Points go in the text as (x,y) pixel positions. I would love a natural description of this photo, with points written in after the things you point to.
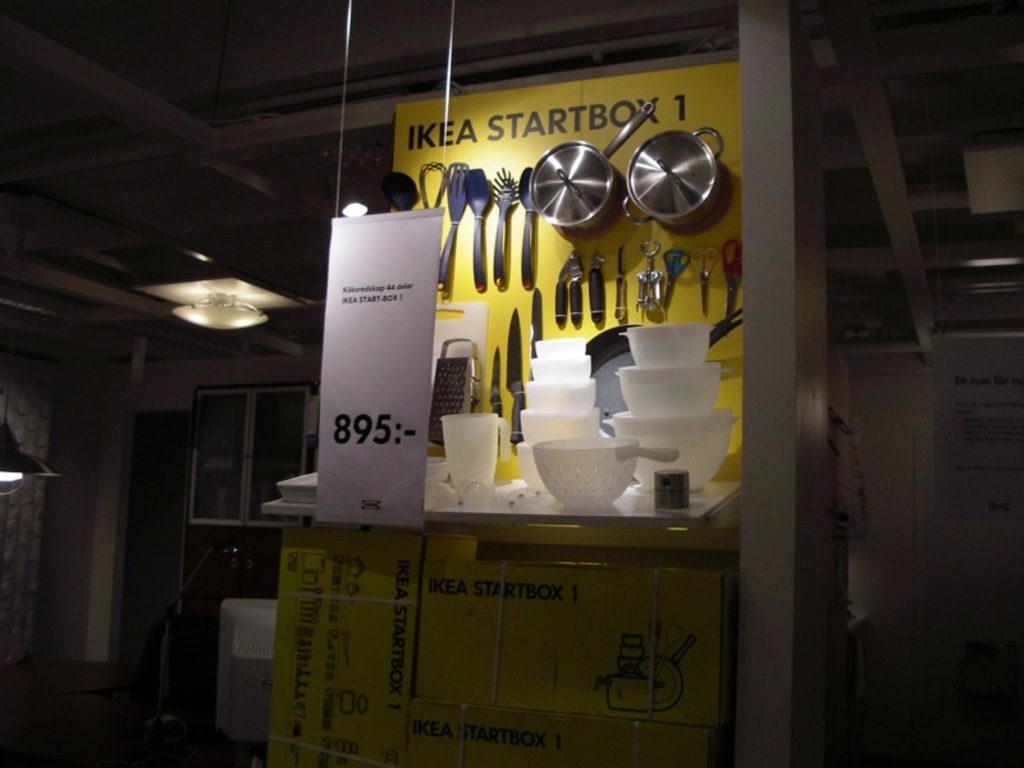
In this picture there are utensils (578,199) on a desk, which includes bowls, spoons (531,221), and other items (582,163).
